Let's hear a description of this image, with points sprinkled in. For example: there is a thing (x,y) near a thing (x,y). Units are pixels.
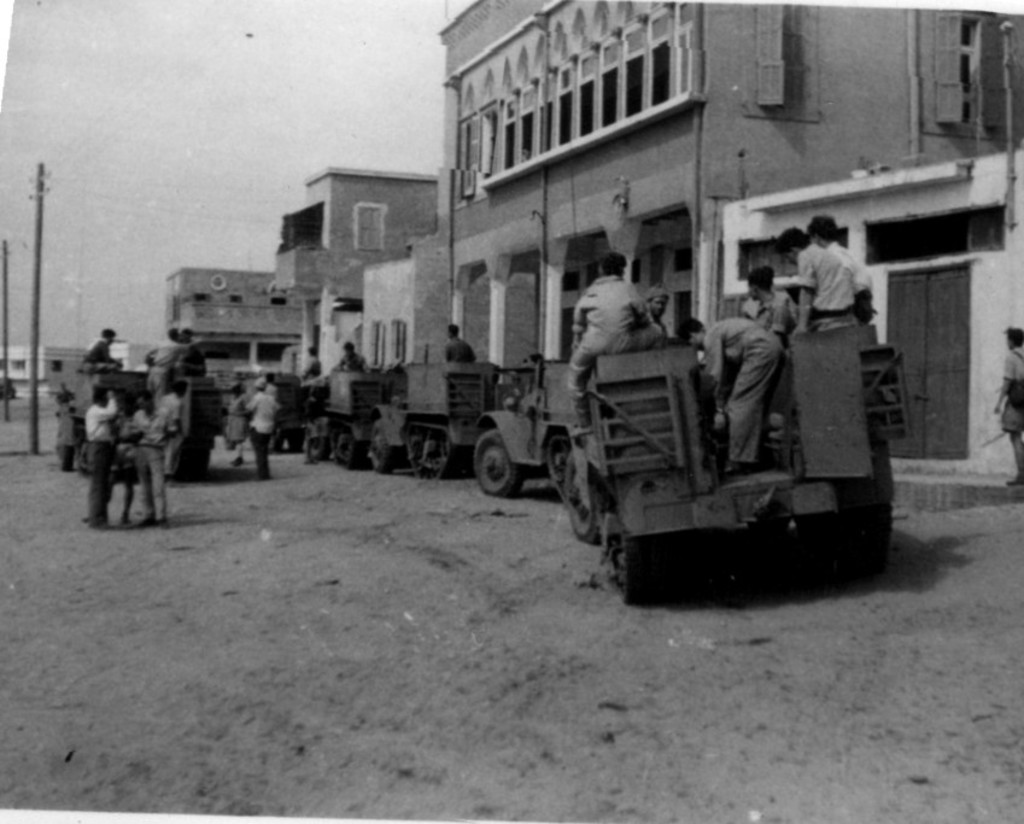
In this picture I can see some people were sitting on this truck (887,355) and other vehicles (363,406). On the left (154,427) I can see a group of persons (133,445) who are standing near to the truck (119,408), beside that I can see the electric poles (33,317) and wires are connected to it. On the right (829,138) I can see the buildings (712,174). In the top left (181,68) I can see the sky (124,113).
